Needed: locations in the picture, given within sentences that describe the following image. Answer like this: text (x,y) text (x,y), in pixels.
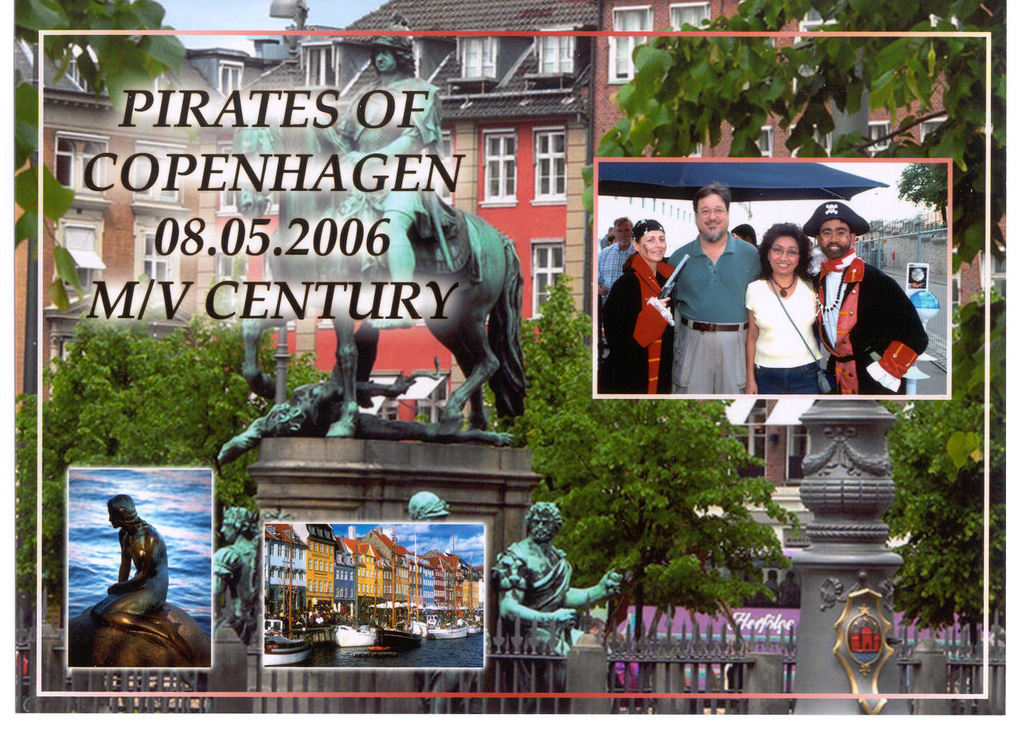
There is a poster (582,566) having texts (170,113) and three images (192,541). In the first image, there are persons (890,317). In the second image, there are buildings (437,595) and there are boats (412,636) on the water (409,653). In the third image, there is a statue (160,587) on a platform (124,628), in the background (192,498), there is water (96,542). In the background of this poster (306,240), there is a statue (439,236) on a platform (275,469), beside this statue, there is a fence (582,674), there are trees (539,409), there is a building (455,48) which is having windows (544,265) and roof (427,19) and there is sky (252,19).
